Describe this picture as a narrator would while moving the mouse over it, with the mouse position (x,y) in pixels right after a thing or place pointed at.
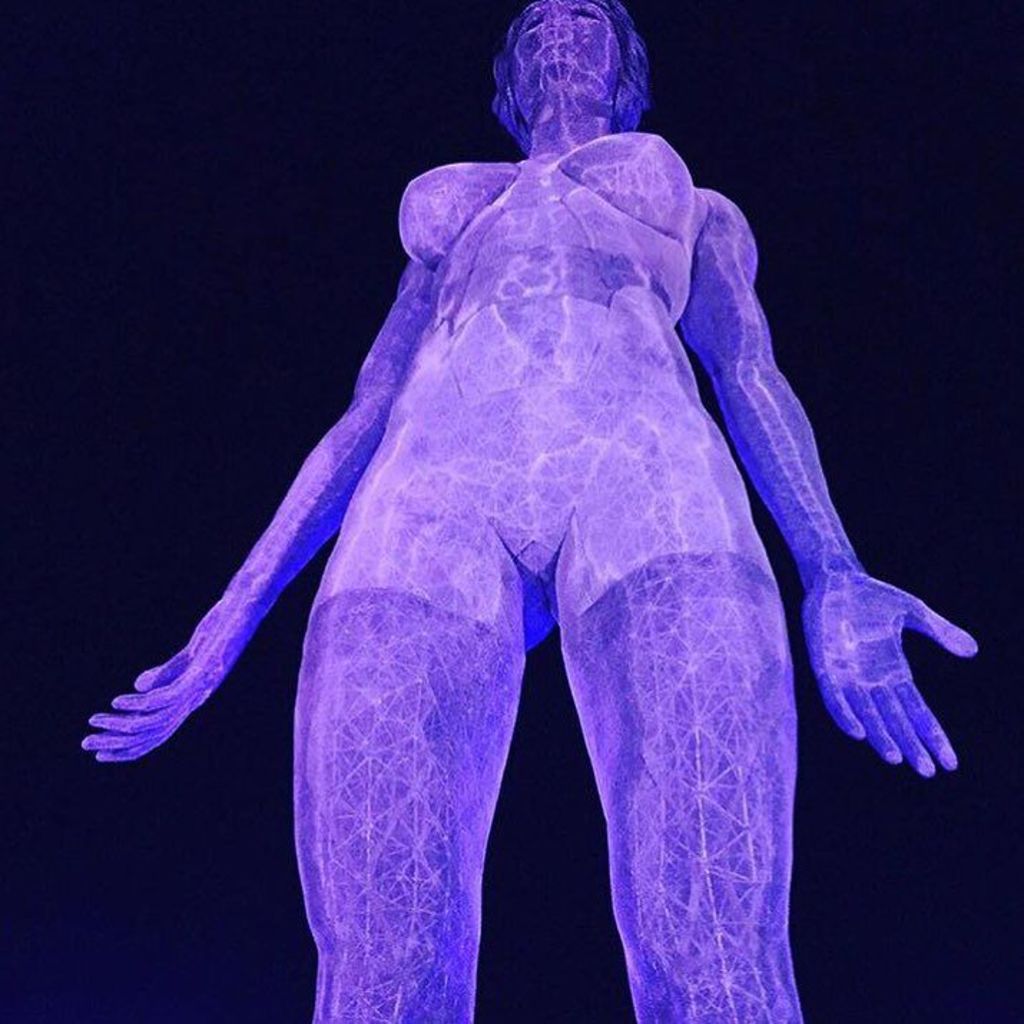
This is an animated picture. In the picture there is a picture of women (372,501). The background (932,441) is dark.
